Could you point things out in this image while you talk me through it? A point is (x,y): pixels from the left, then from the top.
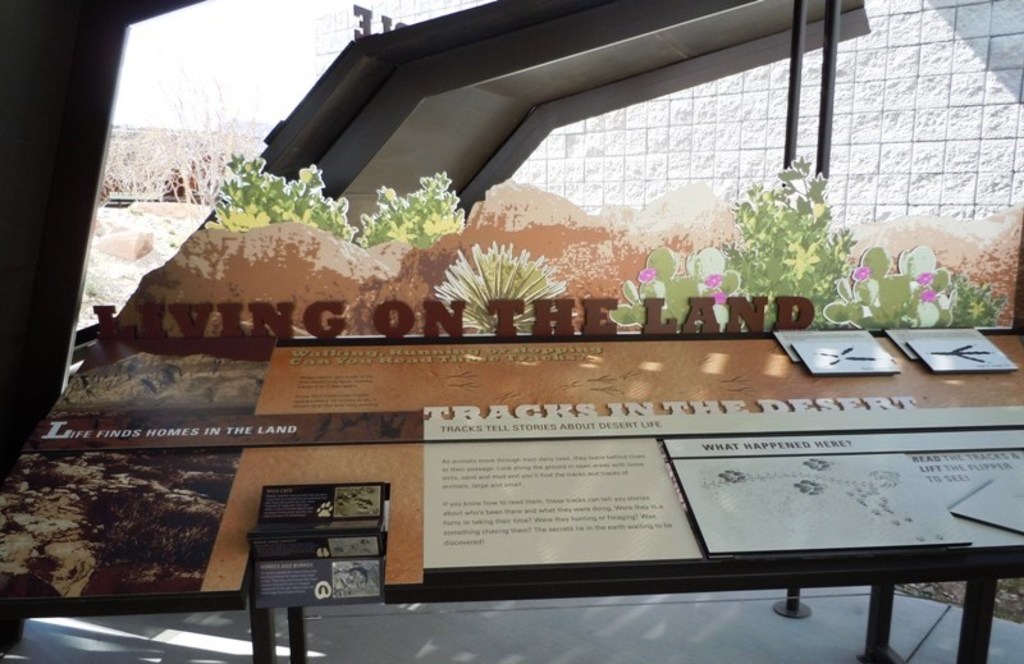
This picture shows a building wall (655,151) and we see trees (182,141) and a board (405,350) with text (510,463) and we see painted hills (978,255) and plants (705,266).
